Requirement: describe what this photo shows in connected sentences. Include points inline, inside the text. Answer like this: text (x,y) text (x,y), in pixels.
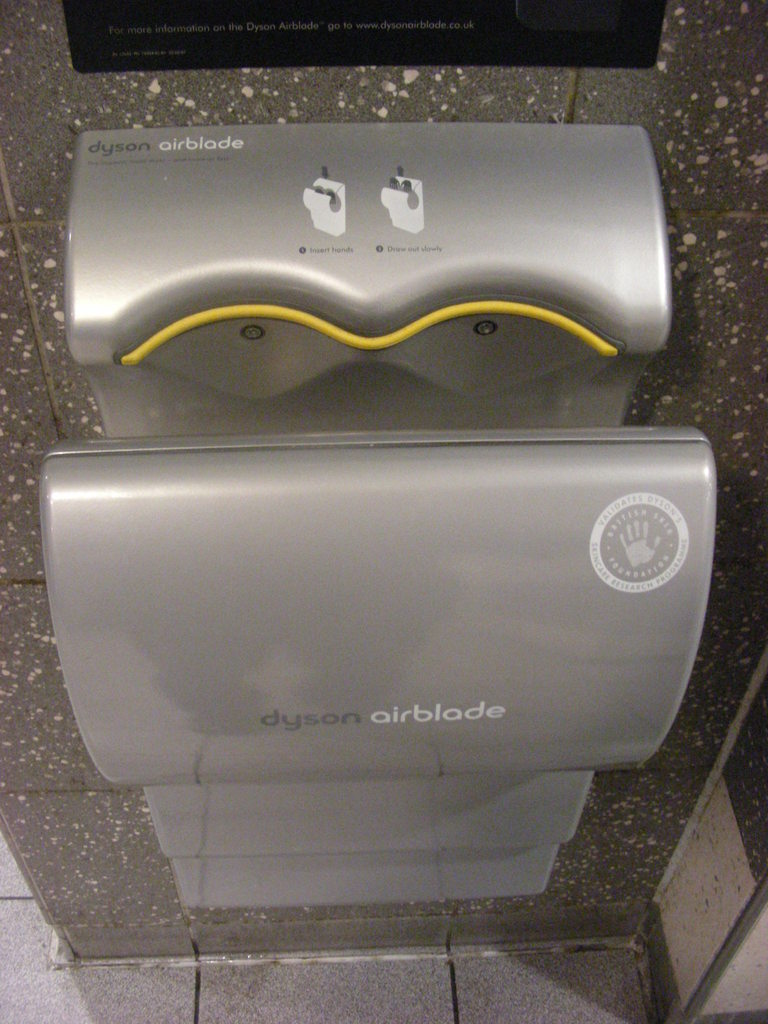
Here we can see hand dryer (327,382) on the wall (109,834) and we can see floor (203,998).
